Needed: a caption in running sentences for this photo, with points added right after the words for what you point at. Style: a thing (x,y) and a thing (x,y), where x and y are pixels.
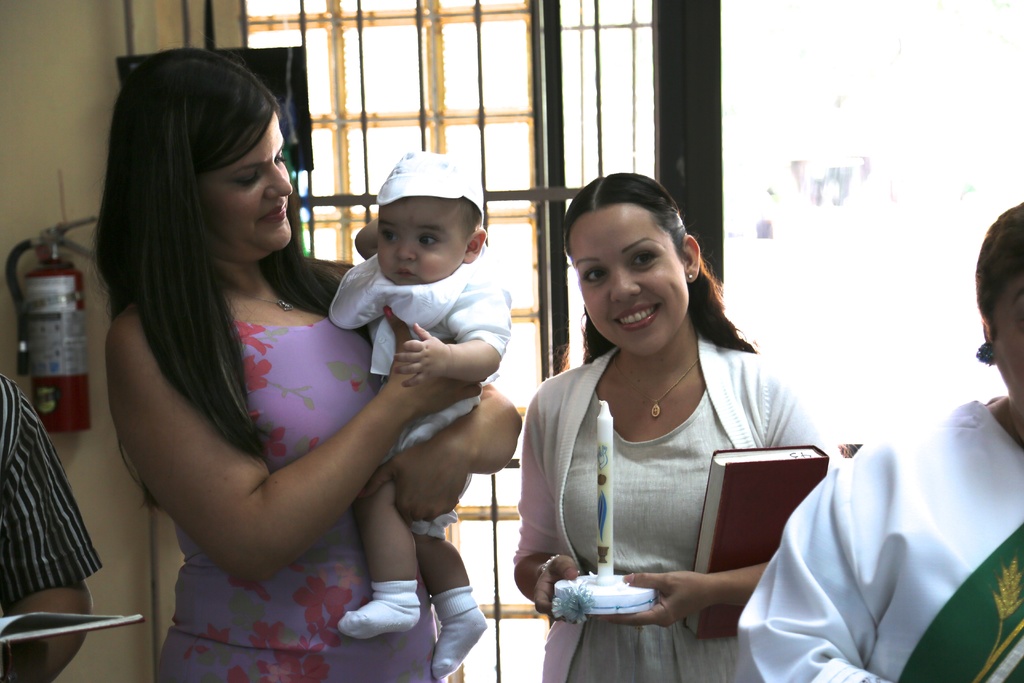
In this image there are a few people (492,448) standing with a smile on their face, one of them is holding a baby (444,584) in her hand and another woman (555,582) is holding a candle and a book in her hands (541,611), there is a person (35,557) holding book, behind them there is a glass window (275,40), there is an object (61,291) hanging on the wall (85,205).
